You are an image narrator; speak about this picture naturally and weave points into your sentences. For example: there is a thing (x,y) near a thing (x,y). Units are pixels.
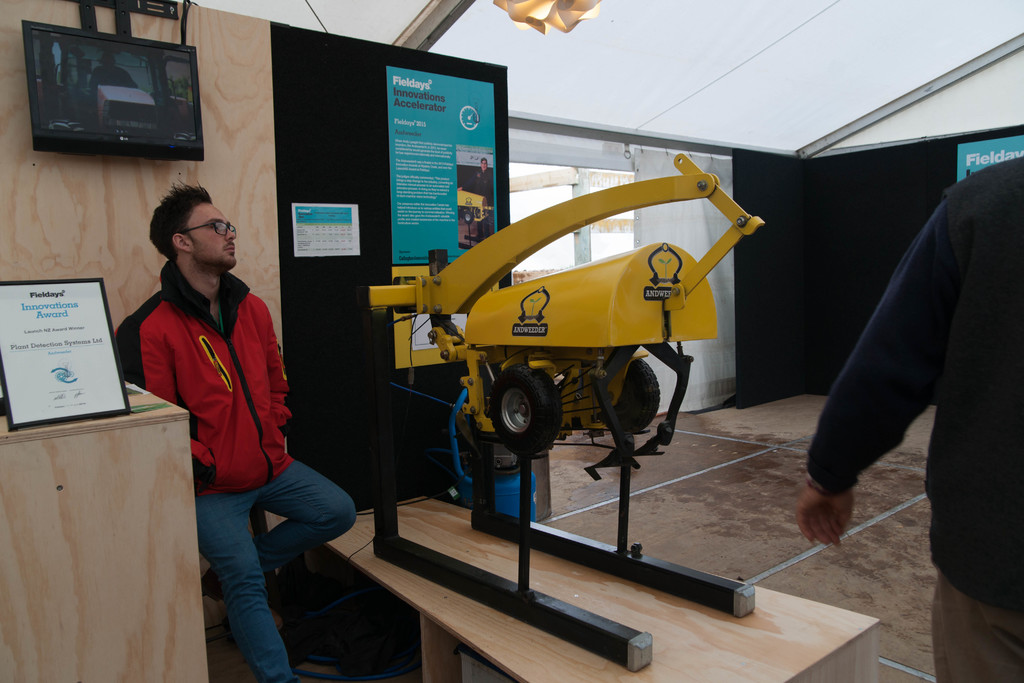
I can see in this image a man (191,329) is standing on the floor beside the table (122,503). I can see there is a TV (162,110) on the wall (214,121) and a machine (597,419) on the table (572,655).
